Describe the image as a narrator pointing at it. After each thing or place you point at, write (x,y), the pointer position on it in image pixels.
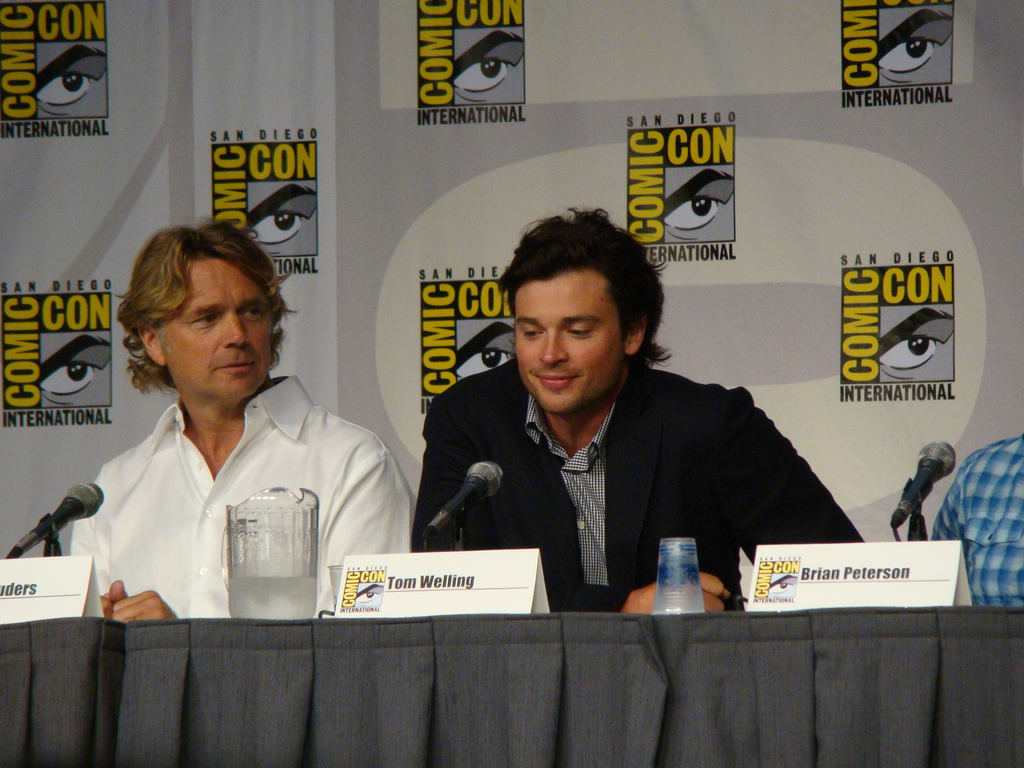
In this image there are three persons (788,508) sitting, there are name plates (529,600), a jug (246,547) and a glass (661,538), there are mics (11,549) with the mic stands (459,513) on the table (550,614), and in the background (479,351) there is a board (994,207).
